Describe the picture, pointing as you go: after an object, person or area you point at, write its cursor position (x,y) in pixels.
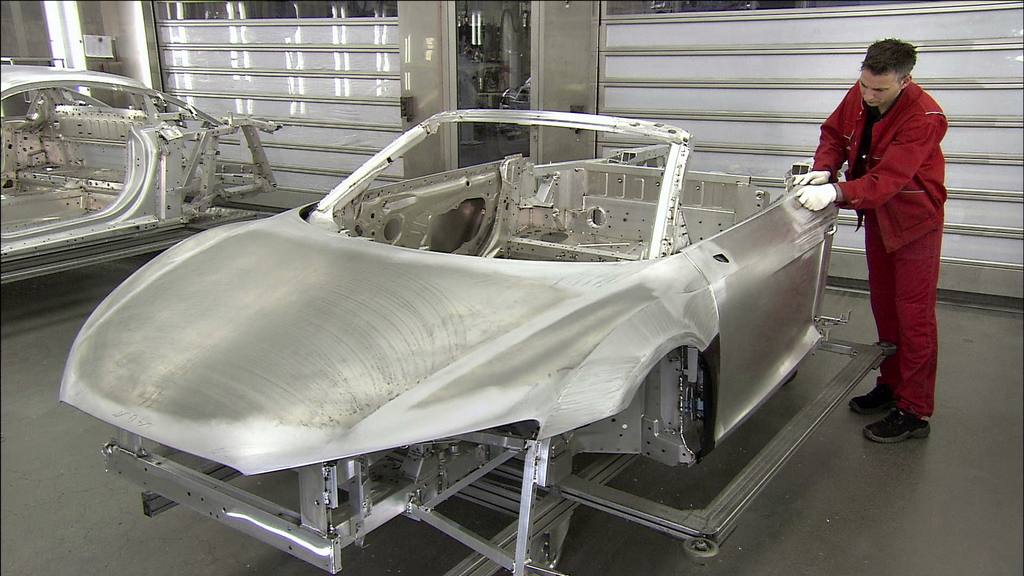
In this image on the right side (871,263) there is one person (854,204) who is cleaning the car (744,292), and in the center (368,220) it looks like a vehicle (453,403). And on the left side (104,185) there is another object (107,157), and in the background (257,53) there are glass doors (370,54) and some objects (68,33). At the bottom (744,526) there is floor (809,529).
